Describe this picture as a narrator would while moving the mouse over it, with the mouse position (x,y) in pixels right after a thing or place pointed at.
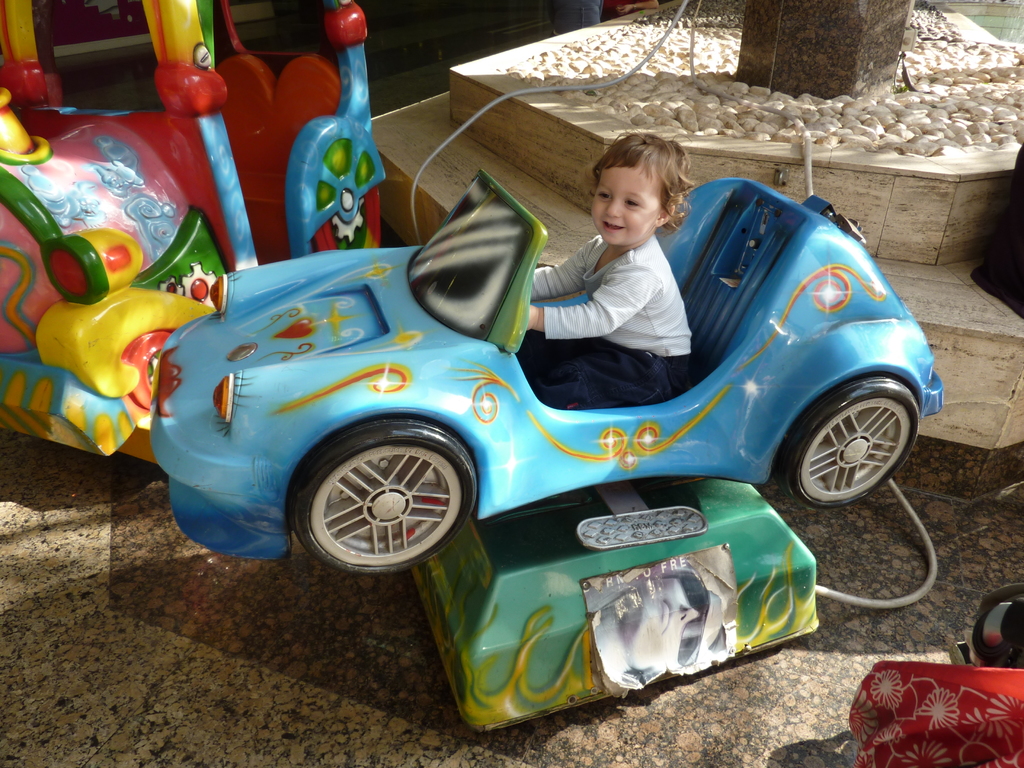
In the foreground of this picture (681,563), there is a kid (651,306) sitting on a toy car (485,372). In the background (260,150), there are toy cars (260,91), a pillar (840,38) and few stones (897,118).
